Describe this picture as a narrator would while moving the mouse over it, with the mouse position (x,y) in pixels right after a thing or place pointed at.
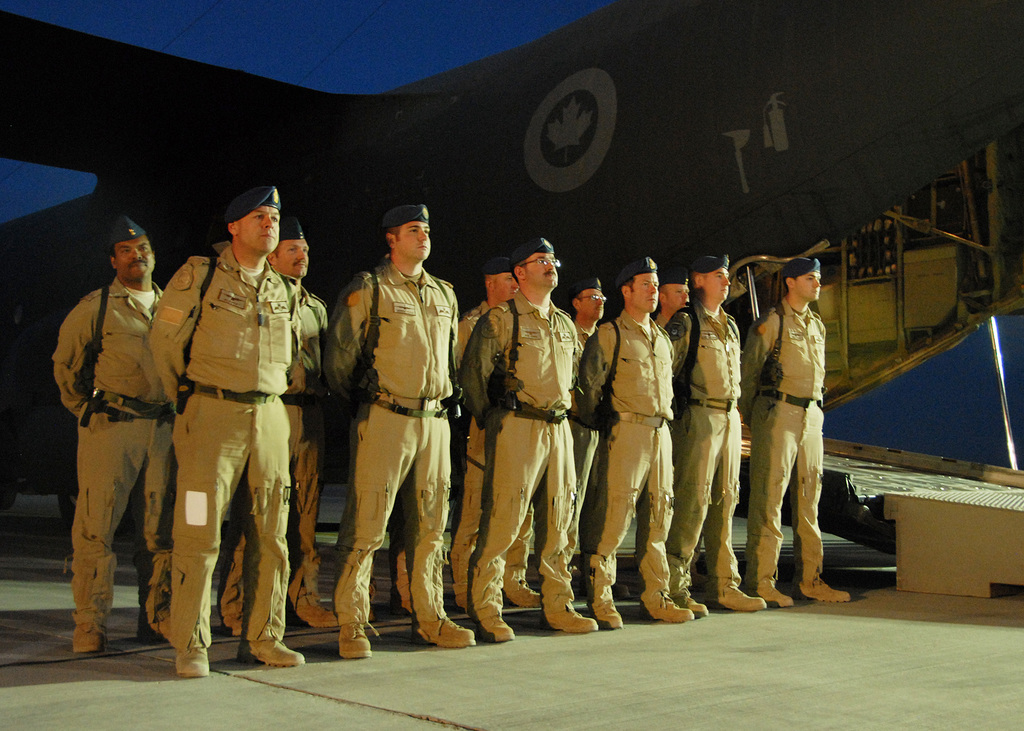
In this picture there are few soldiers (414,500) standing and carrying a weapon (511,399) on their shoulders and there are some other objects (584,197) in the background (747,207).
